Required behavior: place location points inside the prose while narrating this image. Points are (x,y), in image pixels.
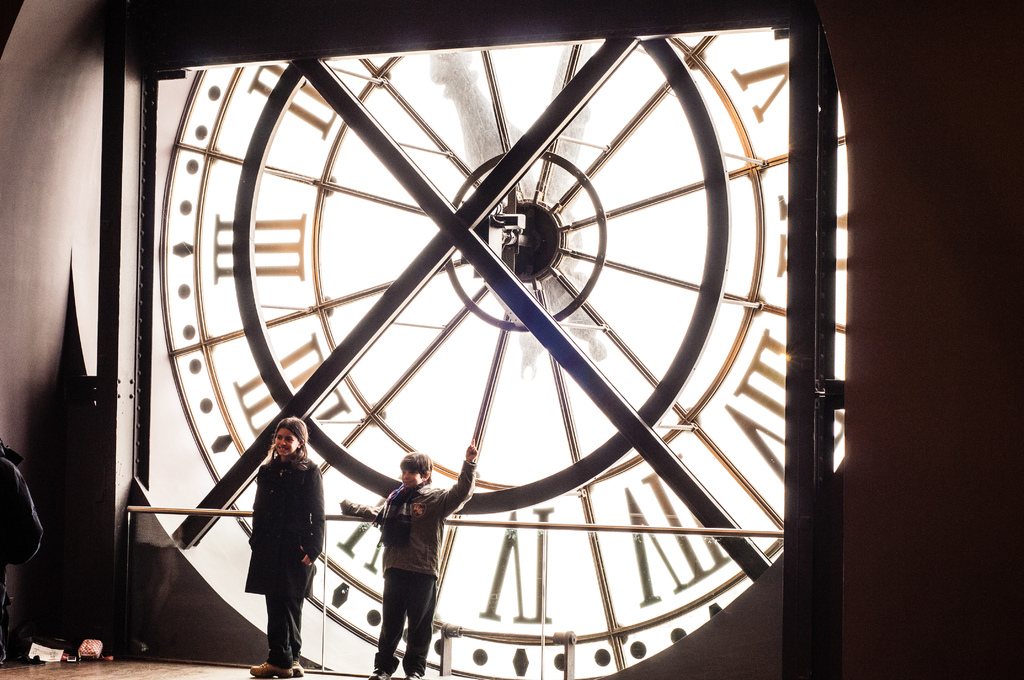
In the image there are two kids (261,534) standing in front of a huge clock (376,417).
